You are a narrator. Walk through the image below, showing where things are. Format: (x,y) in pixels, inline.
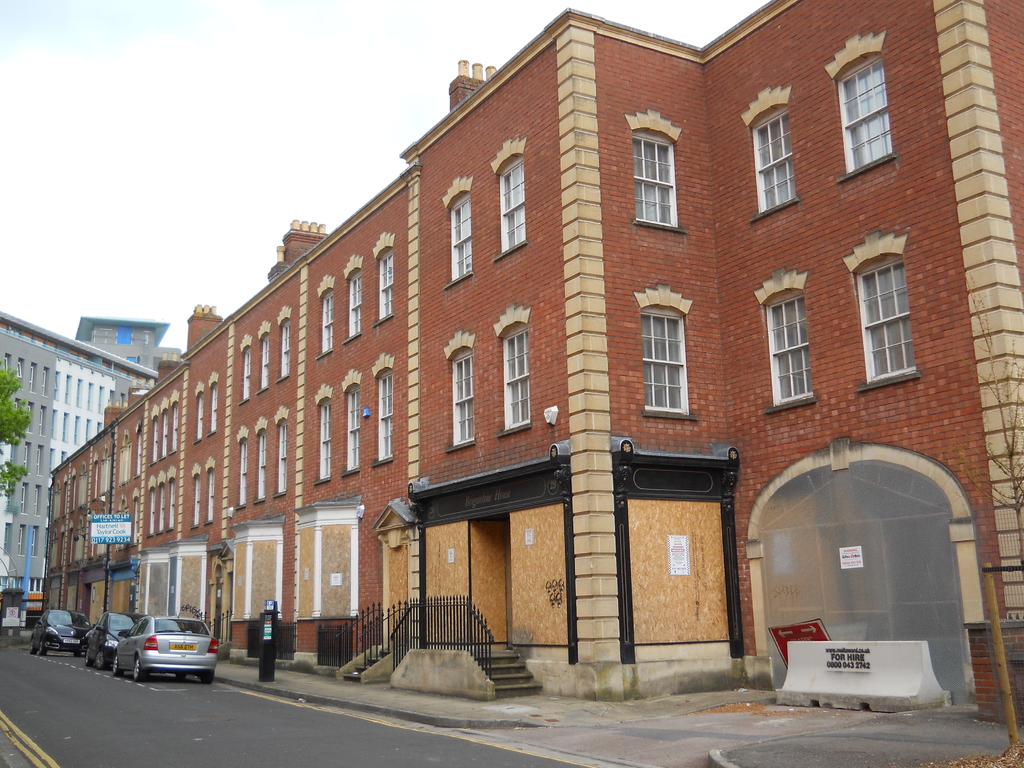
In this picture I can observe brown color building (376,466). In front of the building (141,596) there is a road (84,735) on which three cars (72,638) are parked on the side of the road (213,684). In the background (204,166) there is sky (231,133).
